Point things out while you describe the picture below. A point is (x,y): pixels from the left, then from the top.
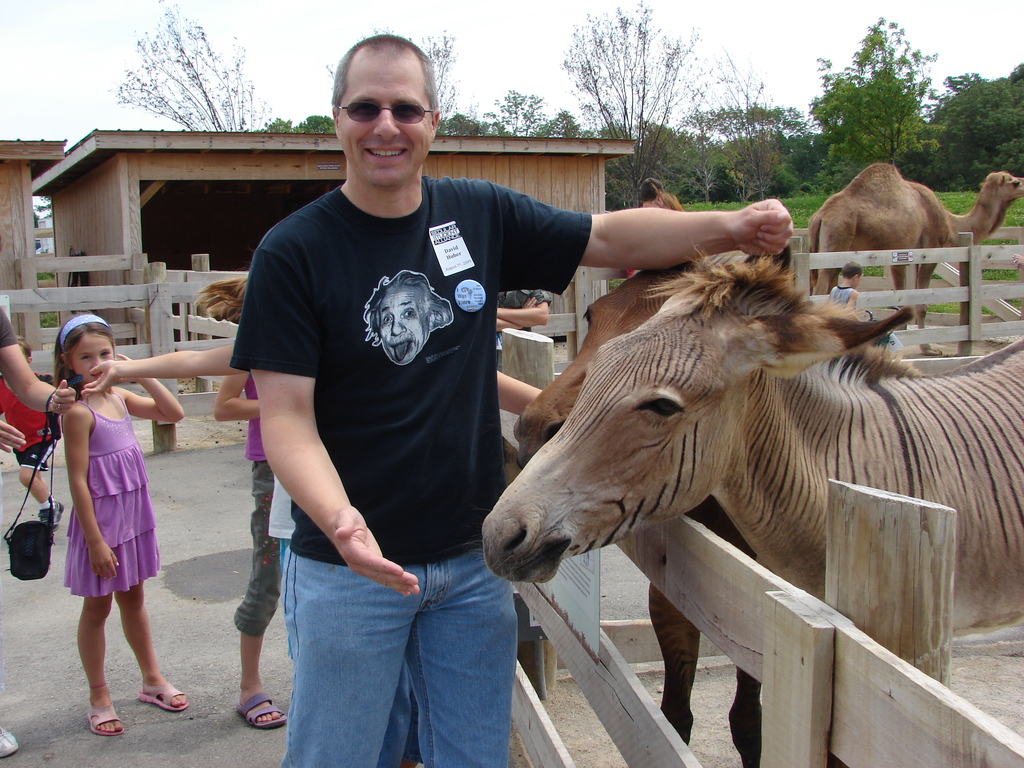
This image is taken outdoors. At the top of the image (308,46) there is the sky (560,47) with clouds (835,47). In the background (836,177) there are many trees (806,167) and plants (827,172) on the ground (795,208) and there are a few wooden stables (232,248) and wooden fences (185,303) on the ground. On the right side of the image (805,346) there is a camel (829,207) and there are two animals (799,418) and a kid (855,299) is walking on the ground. On the left side of the image (74,477) a few people (66,462) are standing on the ground (63,541) and a man (386,248) is standing and he is with a smiling face (372,179).
